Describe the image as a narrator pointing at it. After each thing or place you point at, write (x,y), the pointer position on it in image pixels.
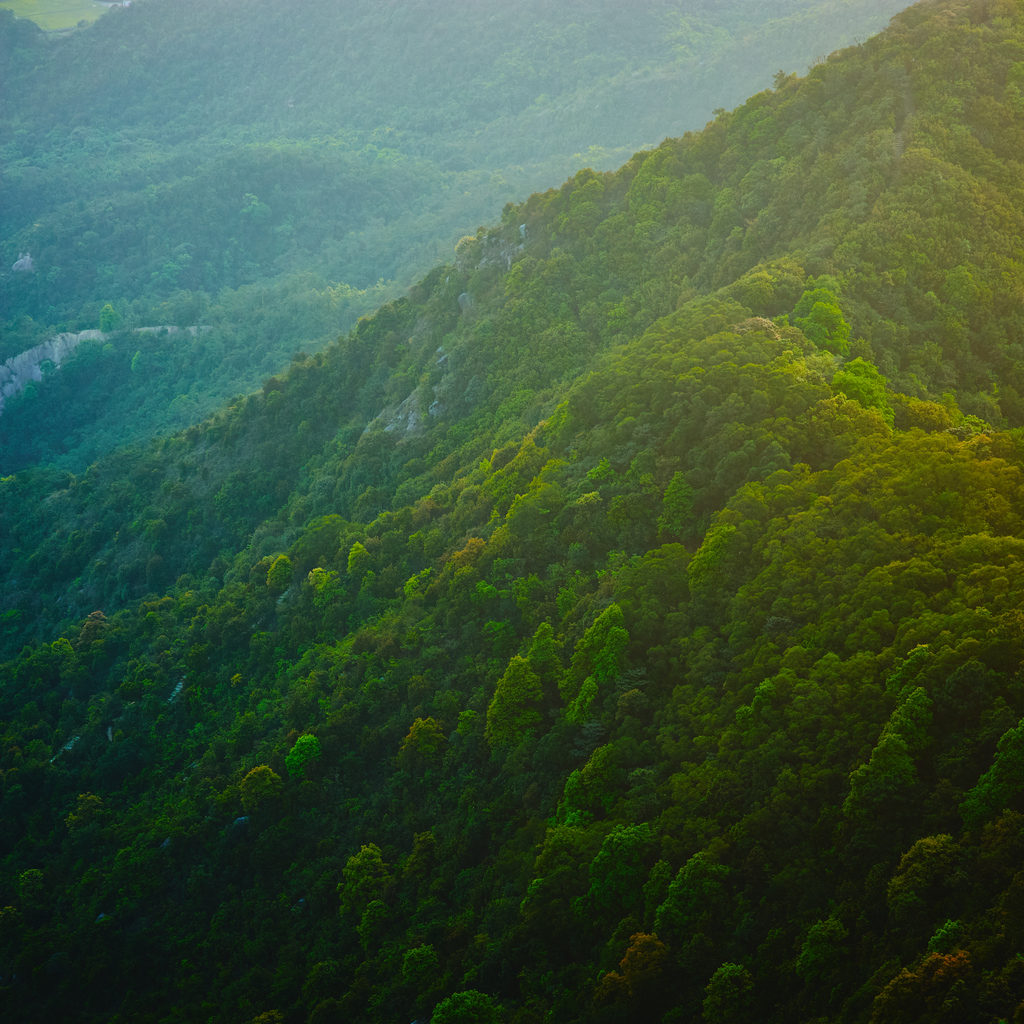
In this picture, there are hills (595,511) covered with the trees (563,334).
